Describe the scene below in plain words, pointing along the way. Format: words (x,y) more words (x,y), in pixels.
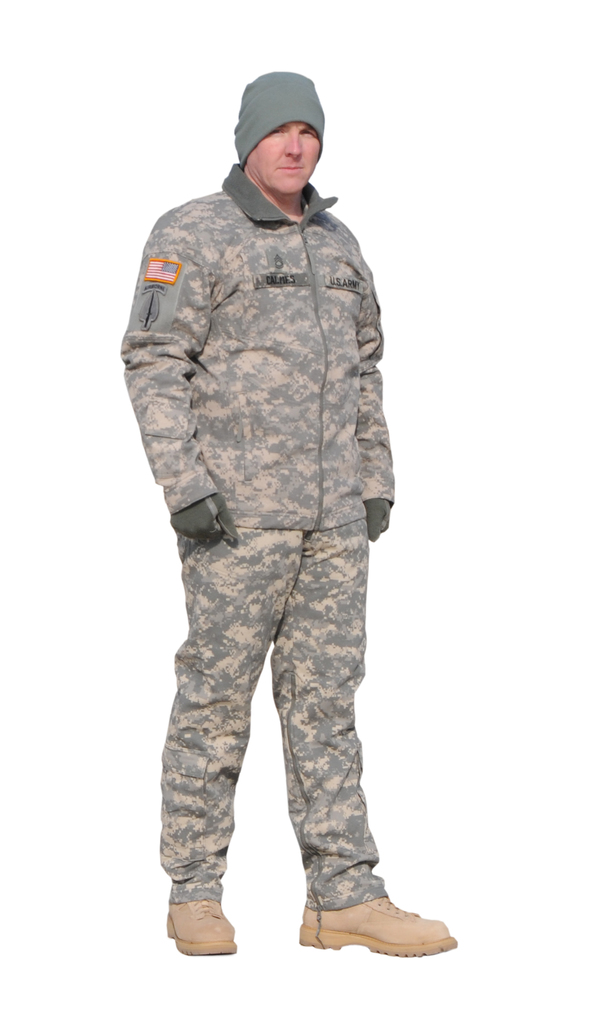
In this image there is a man (204,570). He has worn a cap (253,136), a camouflage dress (257,482), gloves (374,523) and shoes (319,944).
